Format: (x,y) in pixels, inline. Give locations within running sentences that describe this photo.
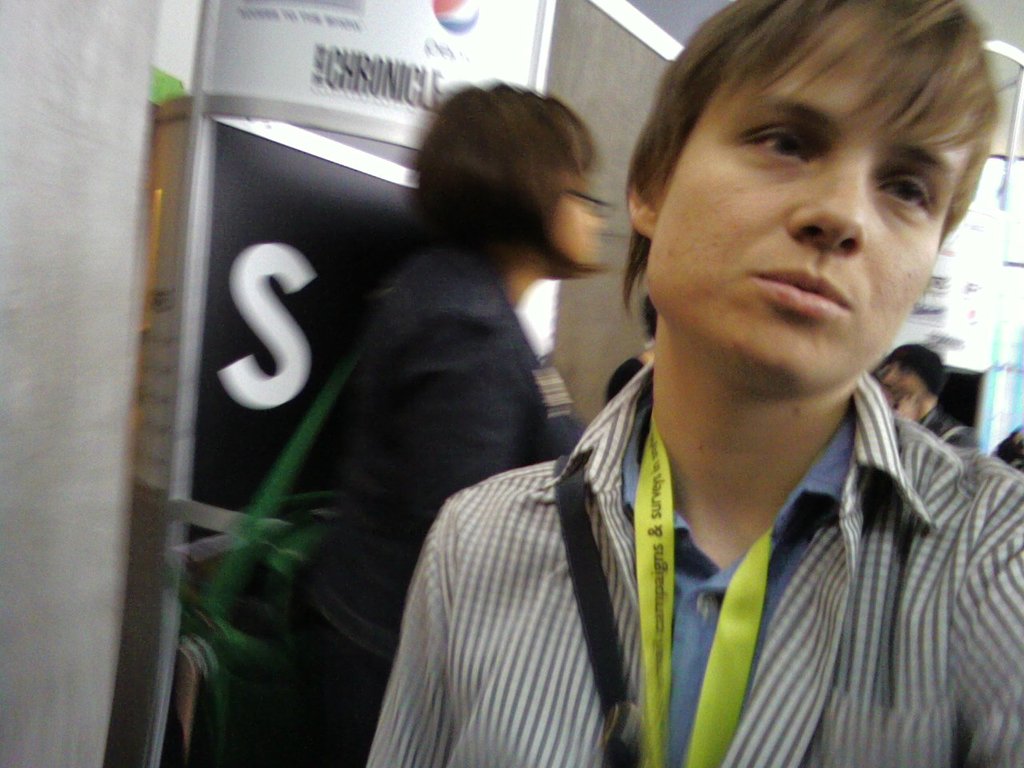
In this image I can see a person (713,392) wearing black and white shirt (520,645) and green color tag (641,594). Background (534,235) I can see a person (562,247) wearing black dress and I can see a white color board (322,51).
